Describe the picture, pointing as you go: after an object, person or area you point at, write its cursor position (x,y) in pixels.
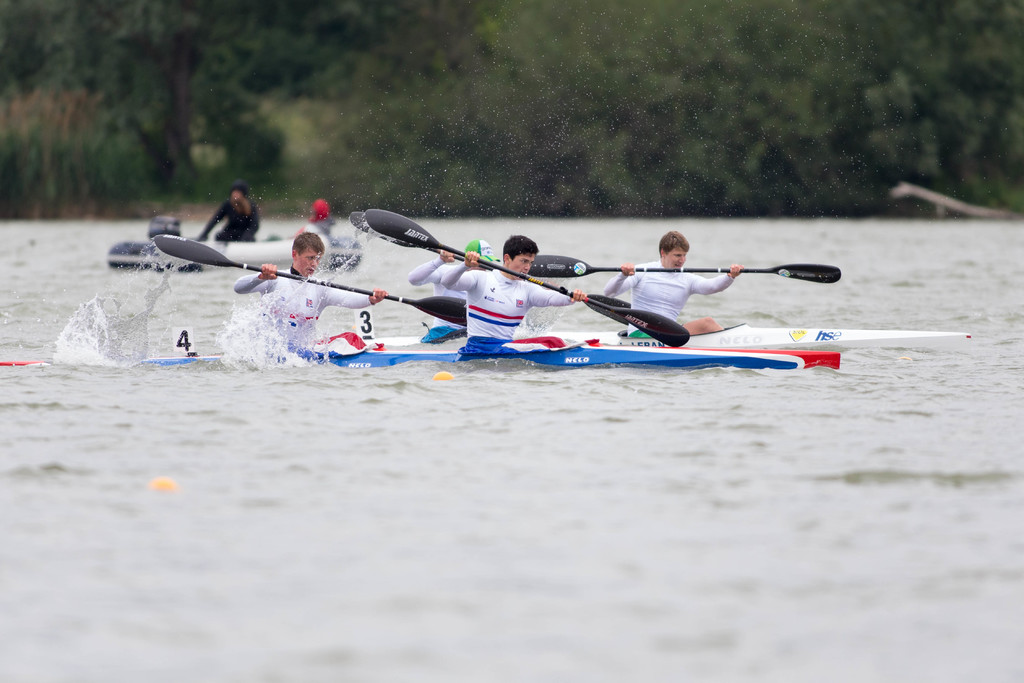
In the picture few men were riding the boats (724,339) on the water (911,654) and in the background (357,75) there are plenty of trees (527,81).
